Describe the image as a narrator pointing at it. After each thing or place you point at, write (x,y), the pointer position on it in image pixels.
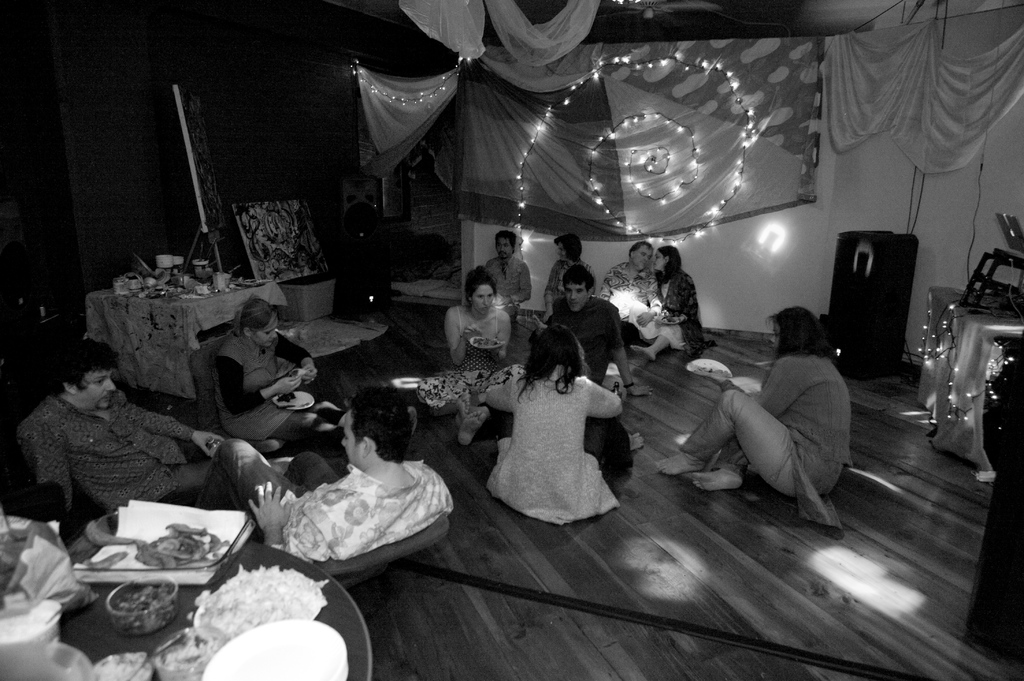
This is a black and white picture. Here we can see people (216,449), tablecloths (173,348), lights (375,92), papers (217,521), plates (323,628), and few objects (143,603).
